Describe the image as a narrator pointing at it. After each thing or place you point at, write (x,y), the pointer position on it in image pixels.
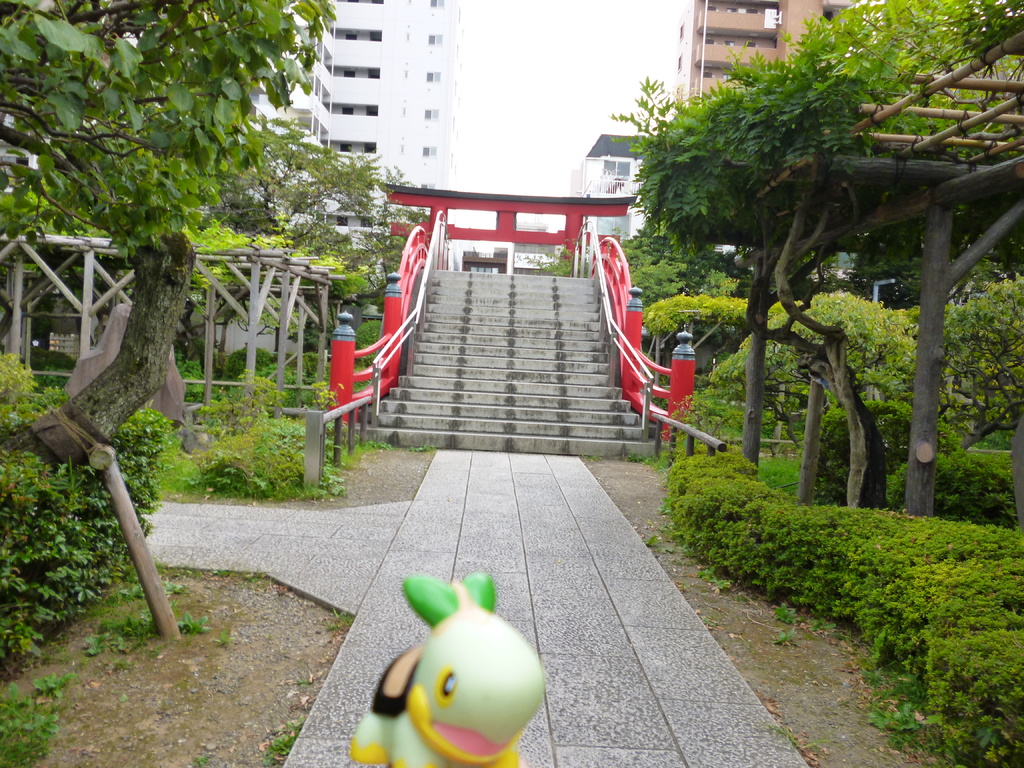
At the bottom of the picture (504,651), we see the toy (453,630) and the road (574,720). On either side of the picture, we see the trees (896,372). In the middle of the picture (580,340), we see the staircase (504,326) and the stair railing (392,352) in red color. Beside that, we see the shed (250,277). There are buildings (437,151) in the background (610,177). At the top (524,107), we see the sky (499,96).
